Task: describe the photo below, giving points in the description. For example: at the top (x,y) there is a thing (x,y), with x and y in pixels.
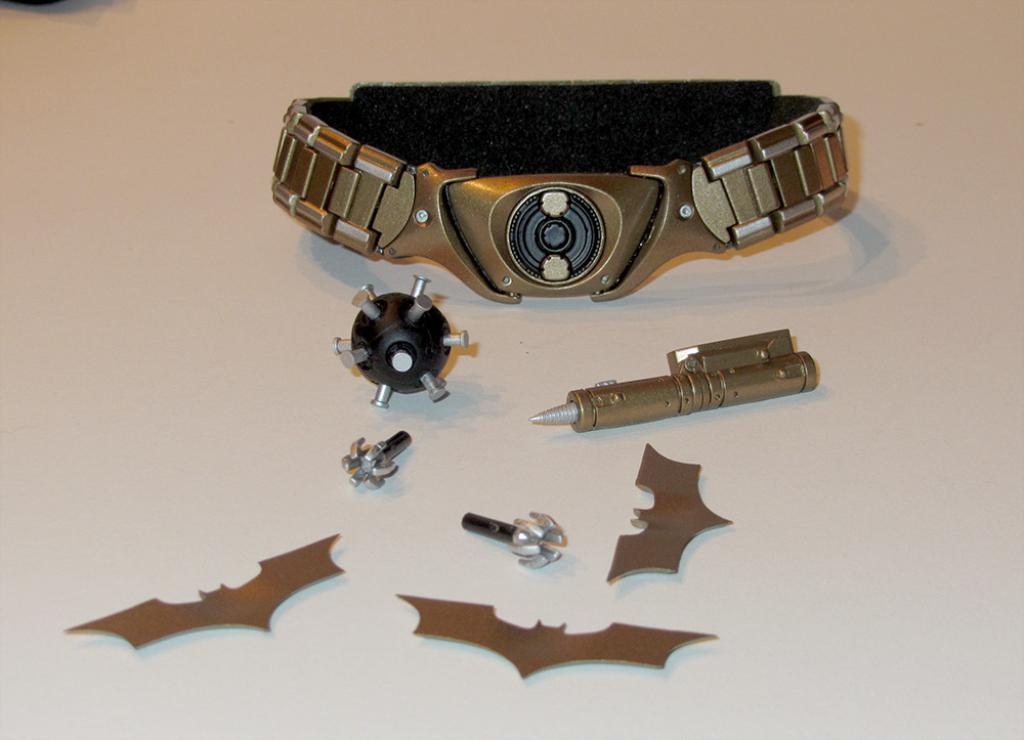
In the image we can see there is a belt (594,208), ball (406,350), gadget (591,403) and other items (442,605) kept on the table (511,493).
